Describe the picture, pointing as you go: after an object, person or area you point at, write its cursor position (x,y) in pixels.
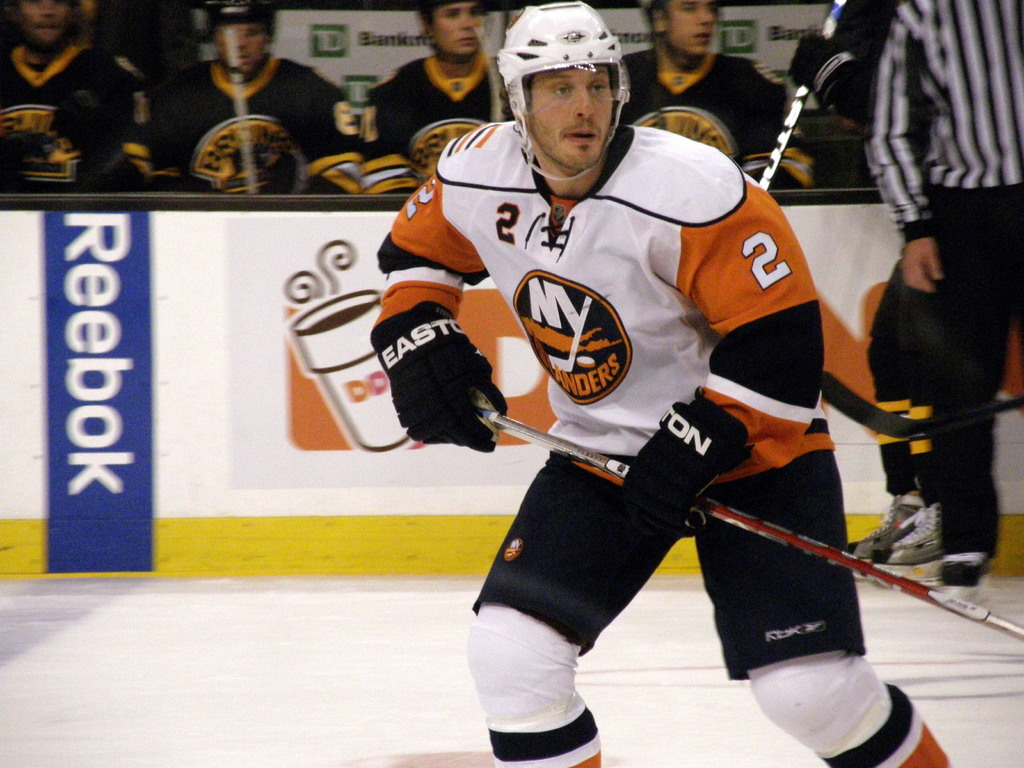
In this picture a man (515,304) wearing hockey sports dress (607,371) and holding a hockey stick (872,576) in his hand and playing ice hockey, in the background (751,128) there are five people (787,150) who are also wearing hockey sports dress (193,141) and holding bats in their hands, beside them there is a referee (906,189).
